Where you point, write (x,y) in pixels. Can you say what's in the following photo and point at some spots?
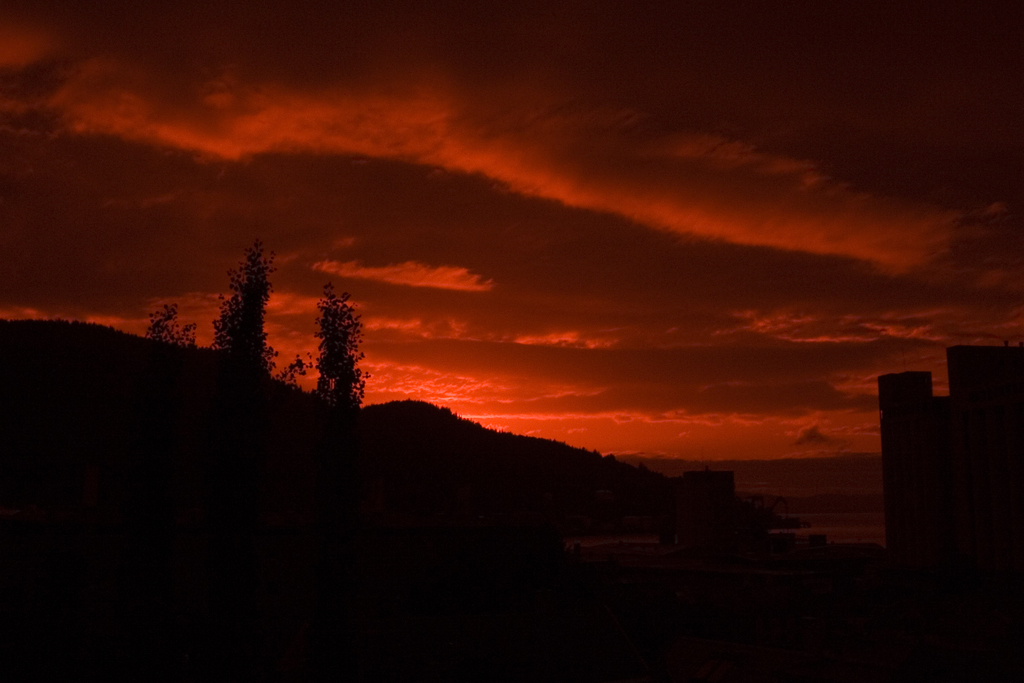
In this image in the front (318,440) there are trees (323,423) and in the background (499,445) there are mountains (514,434) and the sky (642,274) is cloudy and reddish in colour.
